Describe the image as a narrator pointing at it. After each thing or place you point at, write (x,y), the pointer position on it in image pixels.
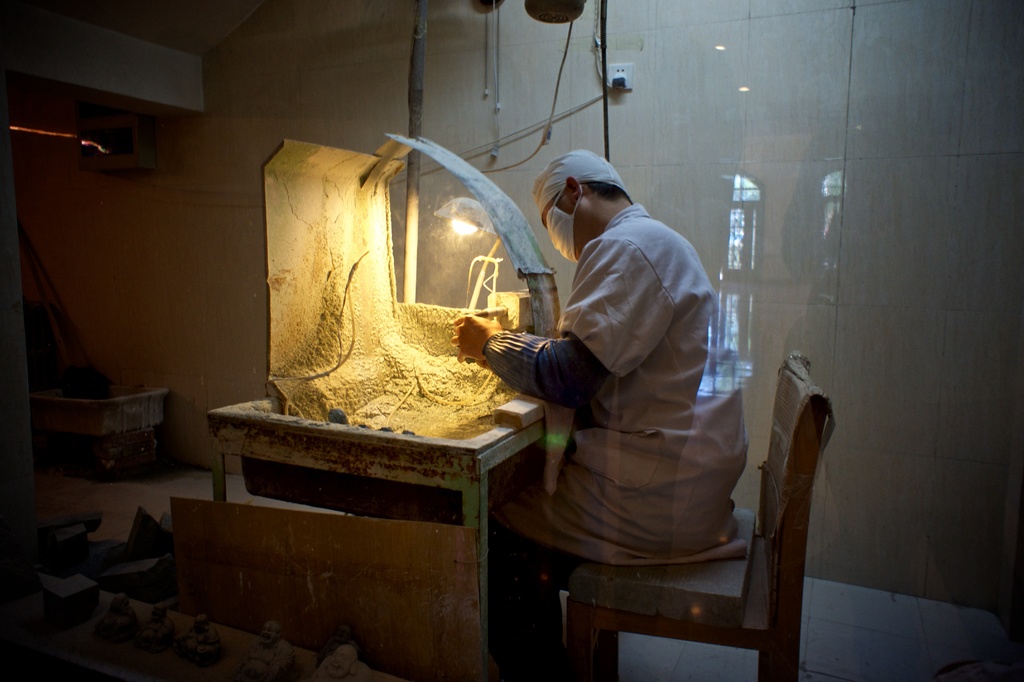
In this image there is a person (667,443) sitting on a chair (689,586). The person (713,497) is wearing an apron (659,271) and a mask (564,232). In front of him there is a table (462,455). There is a model (316,271) on the table (429,447). There is a table lamp (454,224) on the table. Beside him there is a wall (676,110). There is a power socket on the wall (591,92). To the left (81,422) there are tubs (97,422) on the floor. In the background (742,259) there is a glass wall (744,231) and there are lights (720,49) hanging to the ceiling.
